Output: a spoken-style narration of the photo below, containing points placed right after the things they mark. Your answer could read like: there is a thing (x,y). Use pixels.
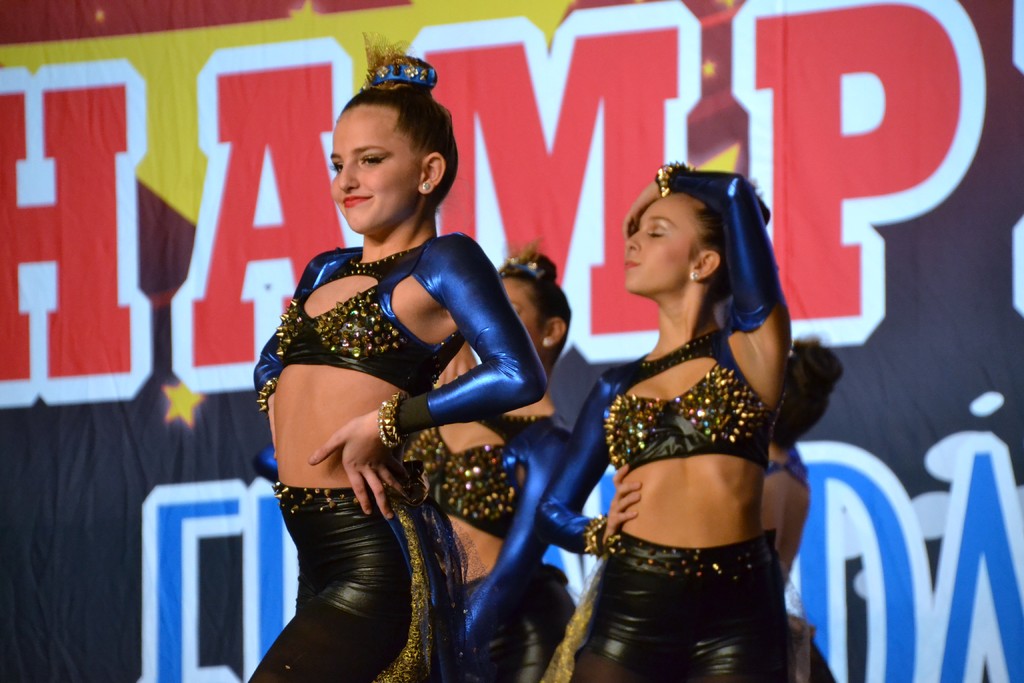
In this image there are four women (557,483) who are dancing on the stage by wearing the costumes (479,472). In the background (170,300) there is a banner (187,358). They are wearing the costume (457,599) which is the combination of black and blue.
